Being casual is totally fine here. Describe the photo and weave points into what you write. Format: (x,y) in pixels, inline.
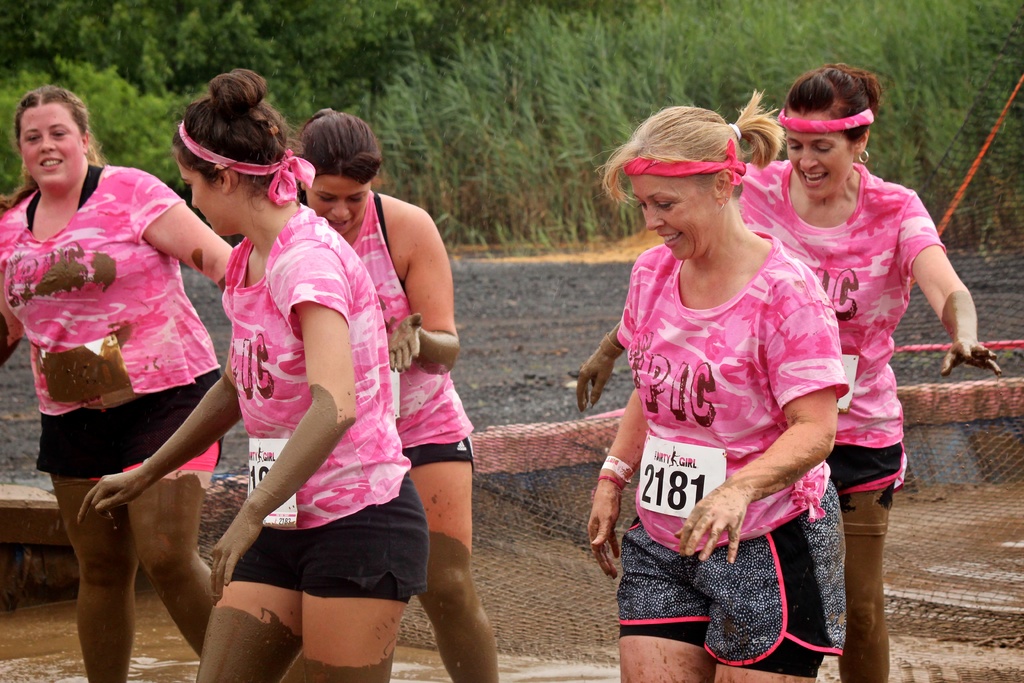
In this image I can see there are five women (293,225) they are wearing a pink color shirt (831,326) and they are smiling in the background (566,588) I can see a fence (542,508) kept on the floor (560,660) and at the top (942,46) I can see grass (404,81).
